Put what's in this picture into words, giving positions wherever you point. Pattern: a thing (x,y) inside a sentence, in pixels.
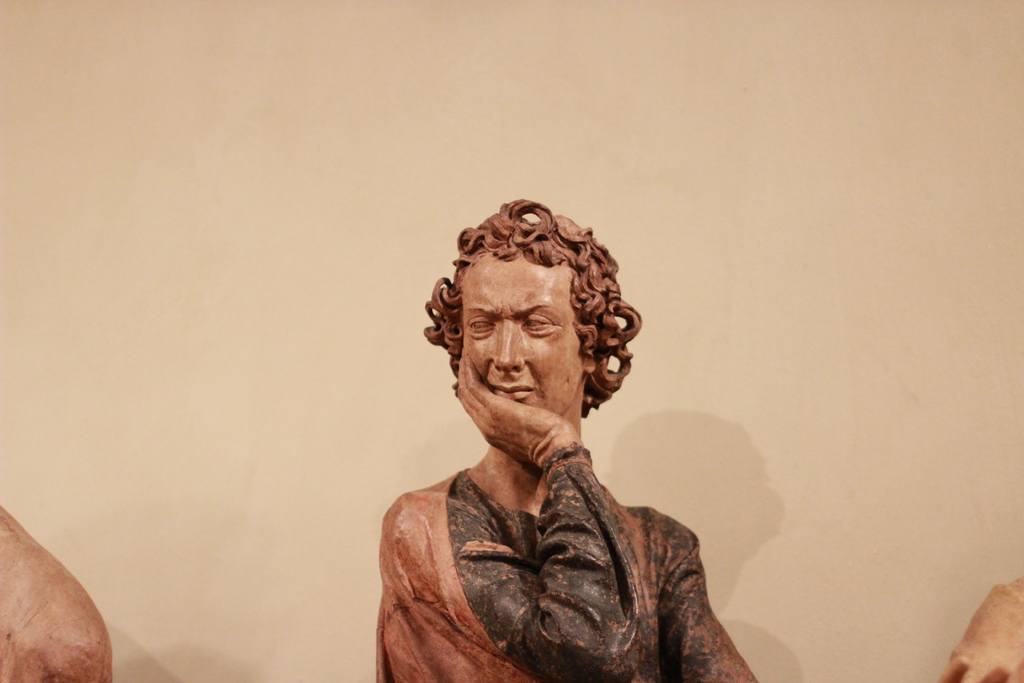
In this picture we can see the statue (741,680) of a person (709,653) with curly hair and a hand (472,391) on the cheek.
